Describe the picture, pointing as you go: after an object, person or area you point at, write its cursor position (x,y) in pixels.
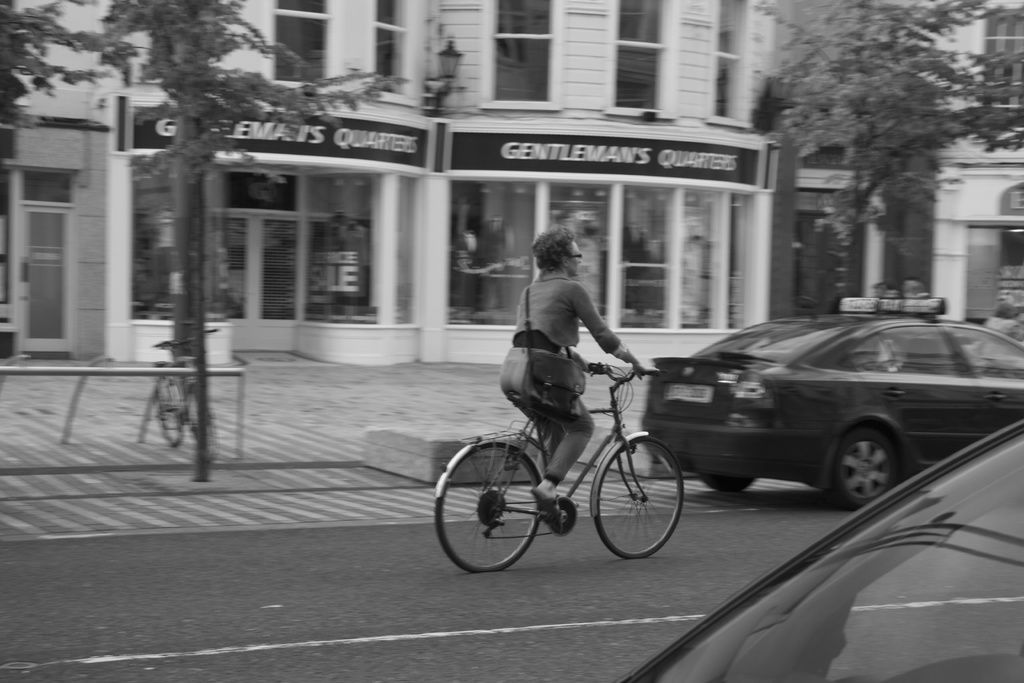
In this image I can see a person (543,251) is cycling a cycle (644,496). I can also see a bag (561,360) and a specs (581,256). In the background (602,267) I can see few vehicles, a cycle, few trees (377,84) and buildings (543,80).
